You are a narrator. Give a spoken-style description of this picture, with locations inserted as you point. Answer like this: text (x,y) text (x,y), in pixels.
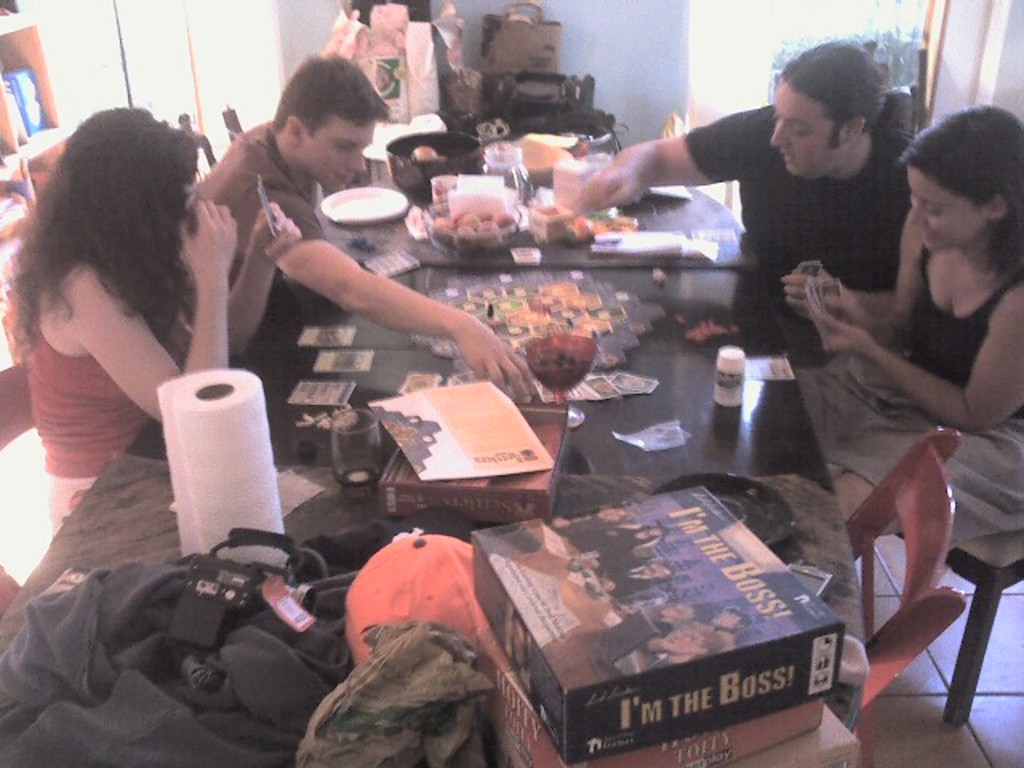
We can see there are four people (171,181) sitting on the chair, they are wearing clothes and in front of them there is a table (748,423). On the table (741,428) we can see, cap (410,568), clothes (136,704), tissue roll (230,525), box (578,662), device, cards (614,381), glass (356,456), bowl (442,213), plate (336,205) and other things (489,145). This is a window (751,21) and a floor (1022,734).
